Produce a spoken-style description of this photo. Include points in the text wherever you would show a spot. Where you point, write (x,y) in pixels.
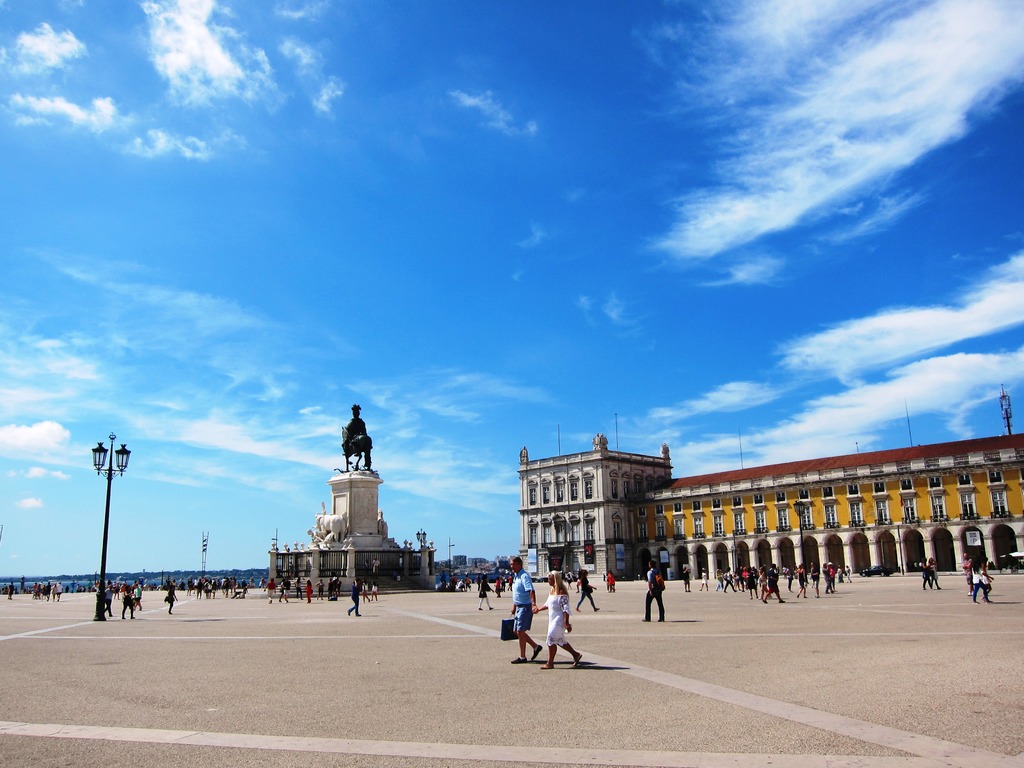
In this image I can see the group of people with different color dresses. To the left (103,562) I can see the pole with lights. In the background (346,469) I can see the statue of the person (324,530) and the building (578,503). I can also see the clouds (187,320) and the blue sky (490,215).
